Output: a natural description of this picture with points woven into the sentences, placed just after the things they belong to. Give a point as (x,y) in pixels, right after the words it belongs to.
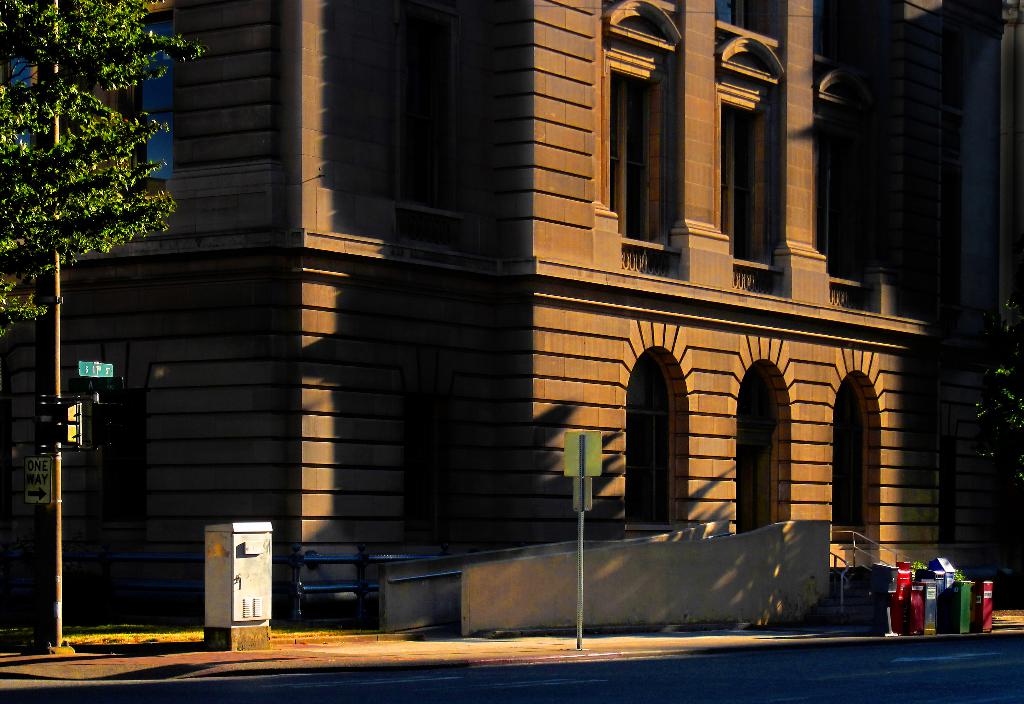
In this image I can see poles (581,516), boxes (914,613) on the road (850,658), building (749,402), windows (761,377), trees (6,221). This image is taken may be during day.
